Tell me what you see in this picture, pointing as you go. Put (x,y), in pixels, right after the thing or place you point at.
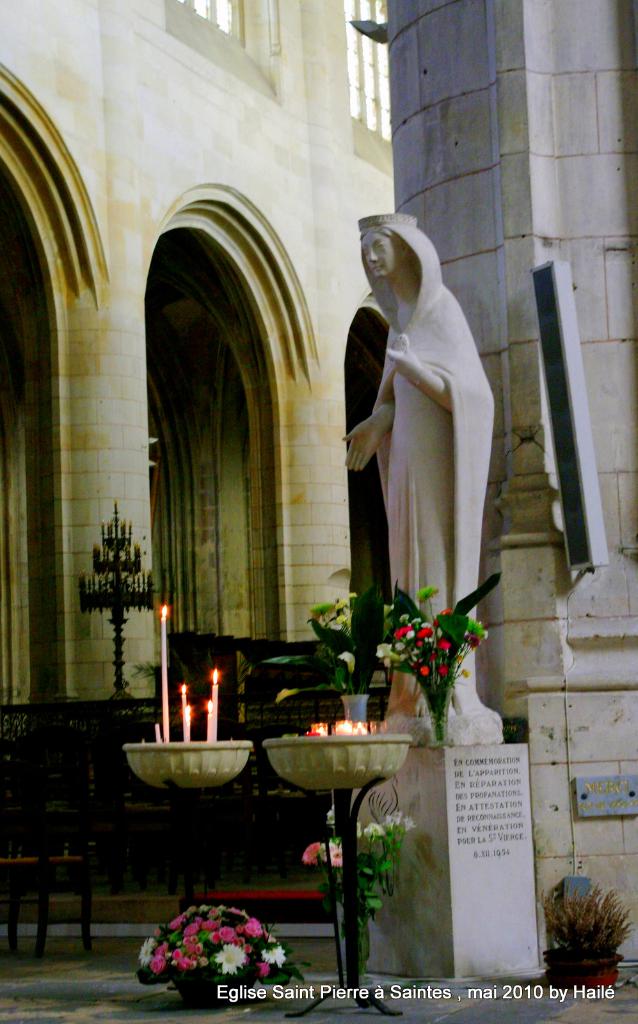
In the foreground of the picture (416,471) we can see bouquets (427,675), candles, plants (610,937) and a sculpture (443,389). In the middle (250,554) there are chairs (100,738), stand (114,600) and wall (550,681). In the background (237,96) we can see windows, pillars (310,424) and wall (68,224).
